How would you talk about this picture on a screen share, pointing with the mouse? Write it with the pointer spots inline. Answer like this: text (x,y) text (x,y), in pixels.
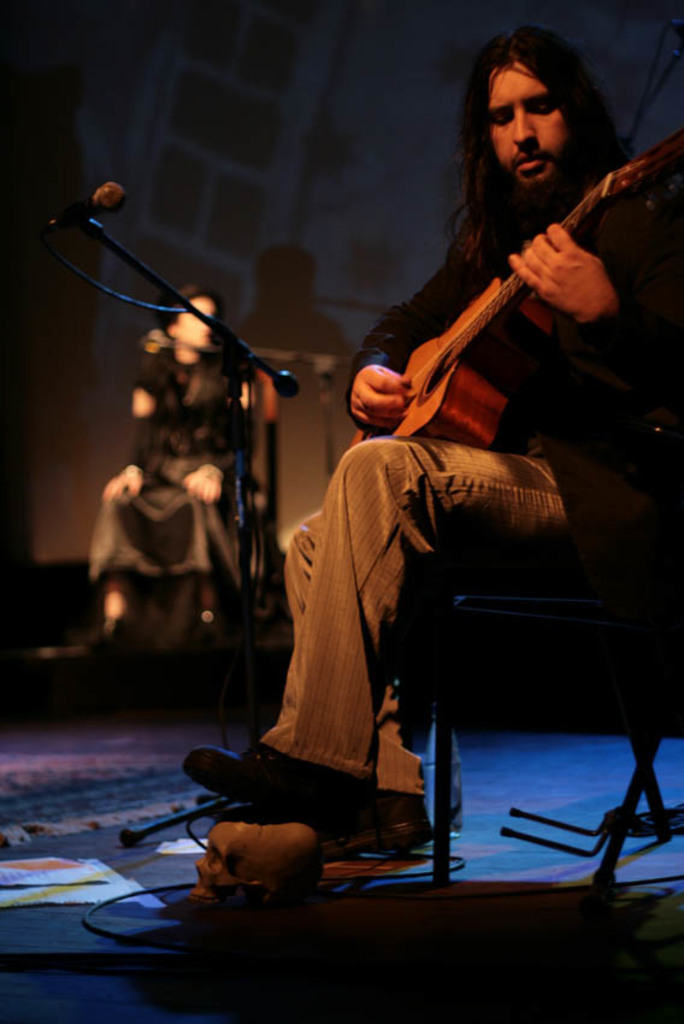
A person (658,373) is sitting and playing the guitar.
